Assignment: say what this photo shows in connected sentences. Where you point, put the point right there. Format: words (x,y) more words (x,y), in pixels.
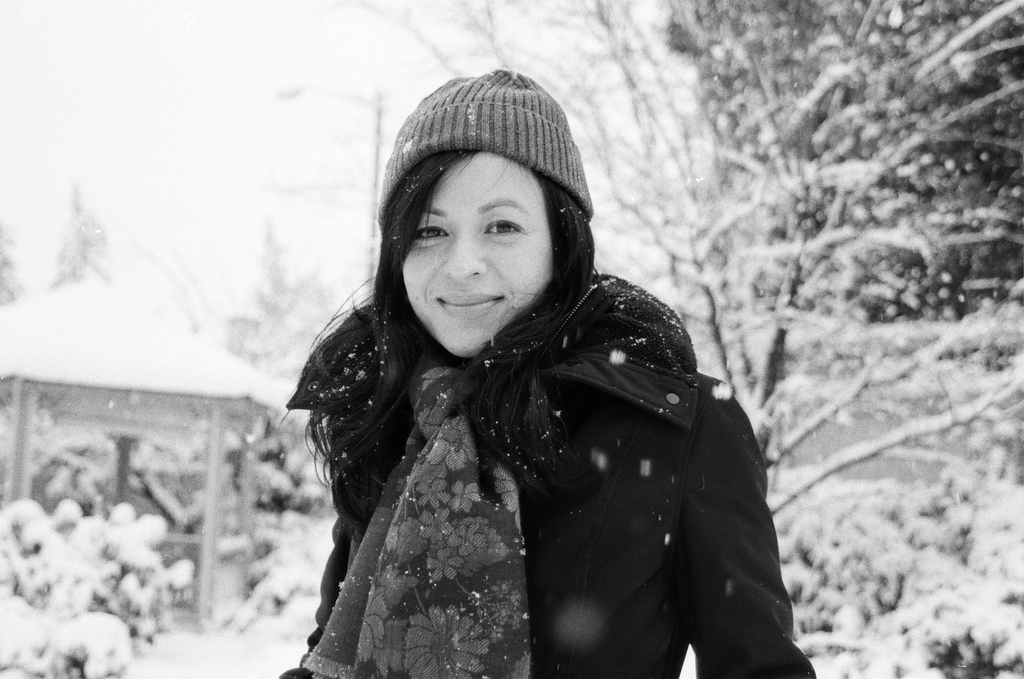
This is a black and white picture, there is a woman (498,410) in jacket (649,322) and cap (411,142) standing in the middle (498,449) with trees (169,516) on either sides and snow (101,652) on it.
